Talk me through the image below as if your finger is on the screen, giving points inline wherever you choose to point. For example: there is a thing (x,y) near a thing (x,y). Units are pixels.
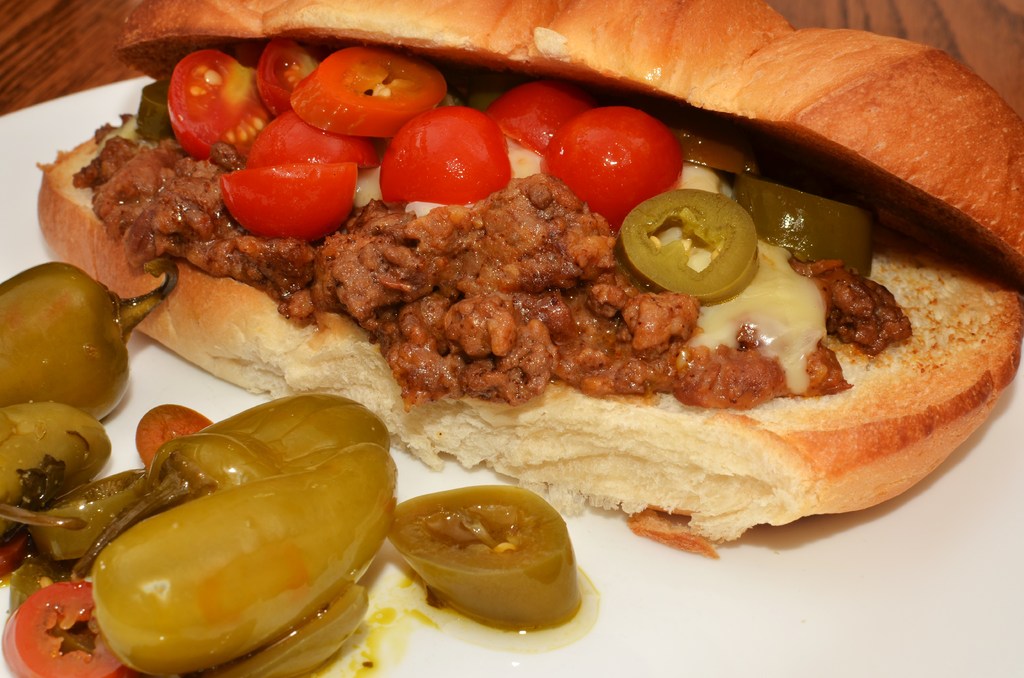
In this image I can see a white colored plate (900,565) on the brown colored table (937,38). In the plate (947,574) I can see a food item (382,401) which is brown, cream, red and green in color.
